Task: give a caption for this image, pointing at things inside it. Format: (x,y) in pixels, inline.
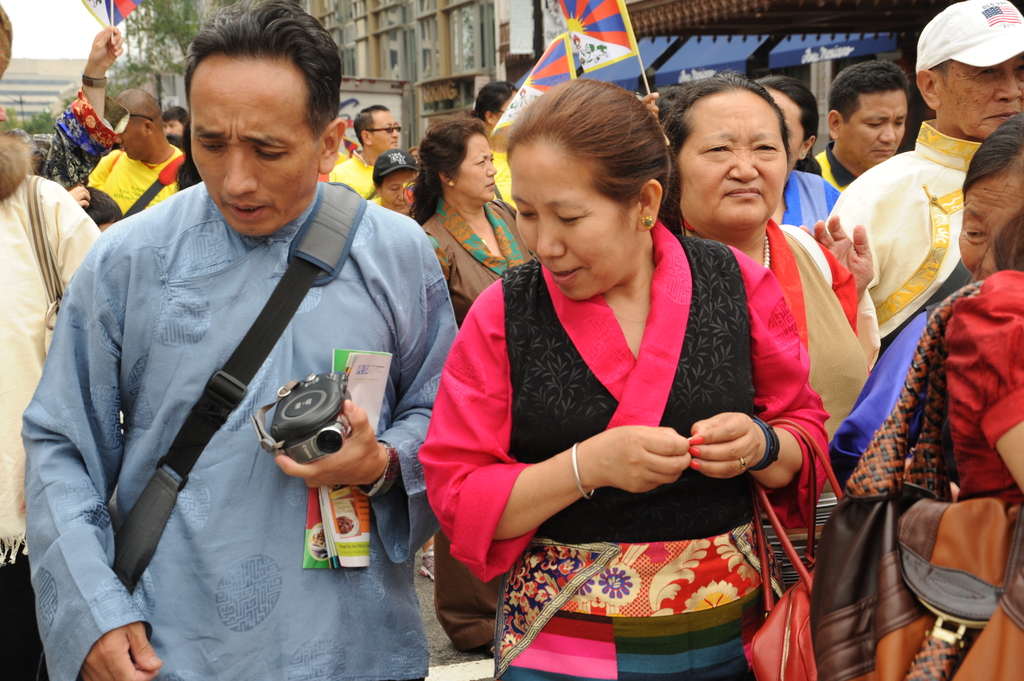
In this image, there is an outside view. There is a crowd (626,287) wearing colorful clothes (481,293). There is a person (148,398) on the left side of the image (136,391) wearing a bag (156,529) and holding a camera (299,417) with his hand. There are two persons (578,300) on the right side of the image (719,602) holding bags (955,509). There is a person (980,56) in the top right of the image (980,56) wearing cap (981,42). There is a building (438,58) at the top (389,32).
